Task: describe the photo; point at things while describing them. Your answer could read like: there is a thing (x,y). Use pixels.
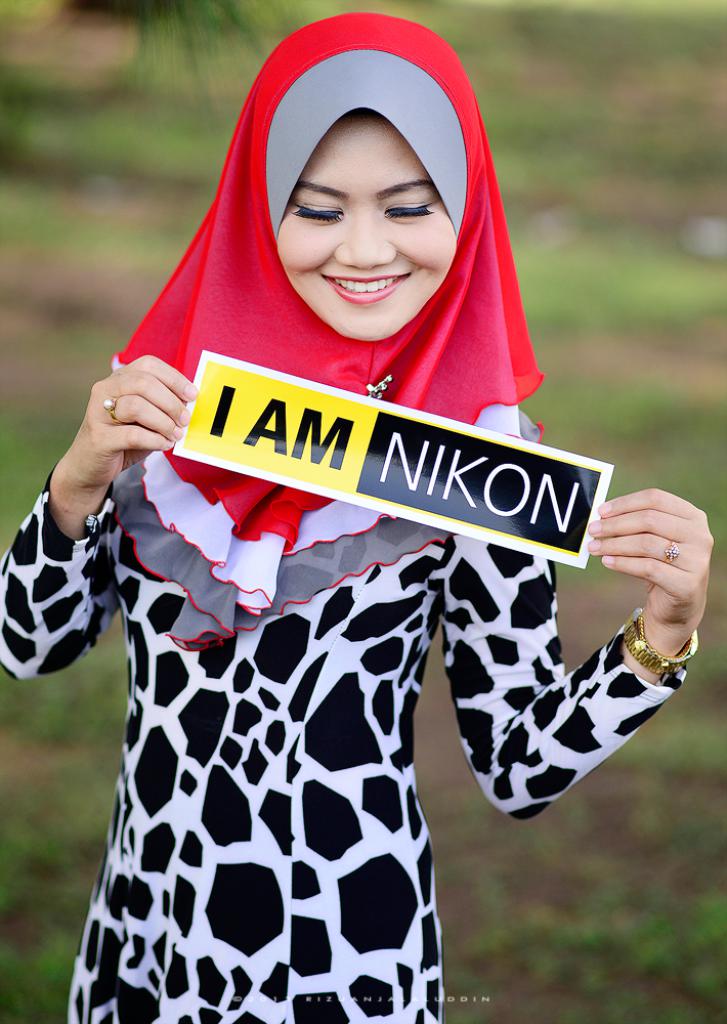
In this image I can see a woman (408,599) is standing in the front (320,370) and I can see she is holding a paper (349,436). I can also see something is written on the paper (354,434) and I can see she is wearing a golden colour watch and black and white colour dress (158,766). I can also see smile on her face (390,279) and I can see a red colour cloth (460,250) on her head (349,146). In the background (39,176) I can see an open grass ground (679,278) and I can see this image is little bit blurry in the background (61,261).
